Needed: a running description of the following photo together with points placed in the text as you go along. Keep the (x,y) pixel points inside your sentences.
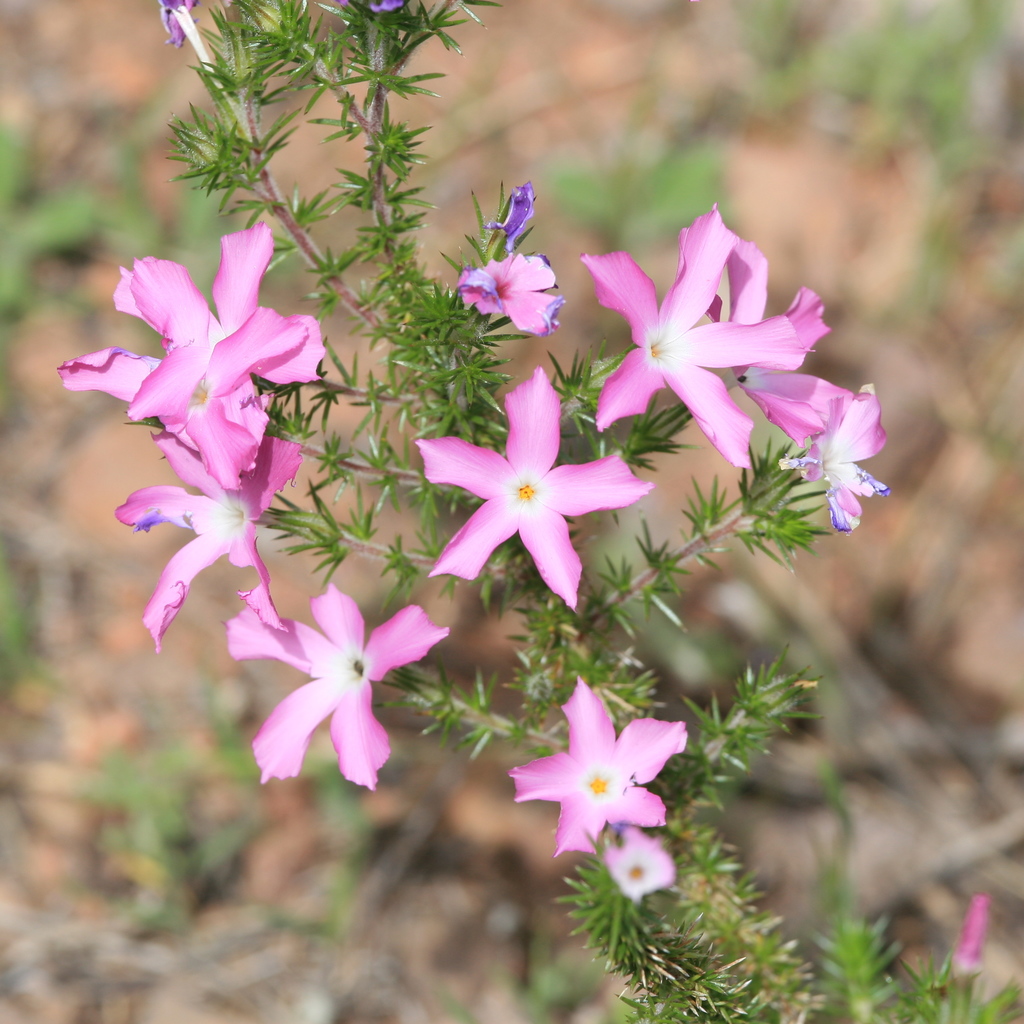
In the image there is a beautiful flower plant (636,943), there are pink flowers (284,367) to the plant (685,381). The background of the plant (429,513) is blur.
